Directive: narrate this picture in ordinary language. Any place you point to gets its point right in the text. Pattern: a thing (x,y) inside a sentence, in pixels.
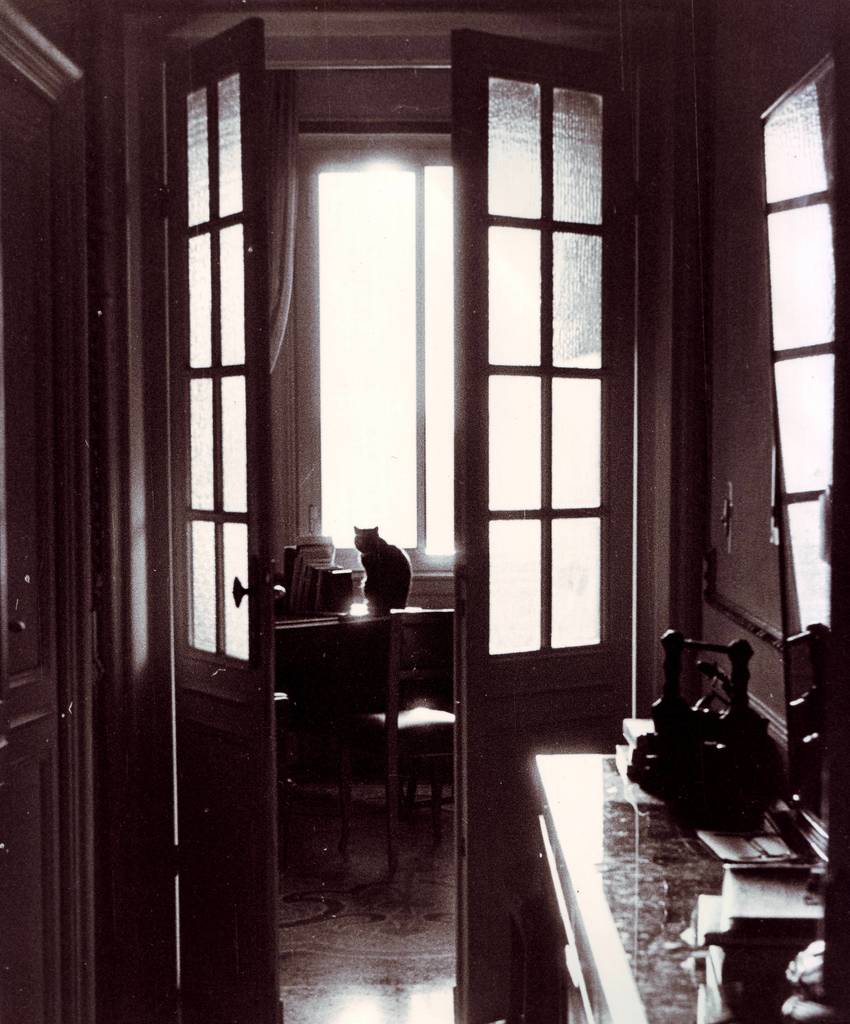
In this image I can see in the middle (405,586) a cat (399,574) is sitting on the table (381,616), there are chairs (346,794) and here there are doors (473,600) with glasses (558,469).
